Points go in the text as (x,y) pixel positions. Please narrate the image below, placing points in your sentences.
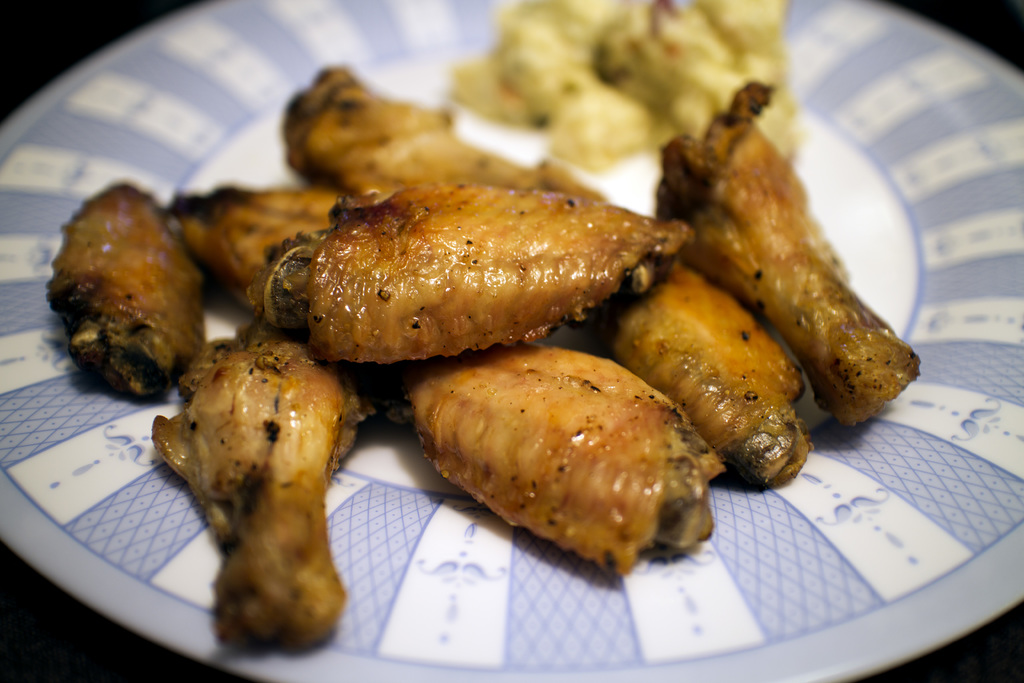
In this image there is a plate (49,176). There is food (348,283) on the plate (673,582). There is meat (456,375) in the food (632,361).
